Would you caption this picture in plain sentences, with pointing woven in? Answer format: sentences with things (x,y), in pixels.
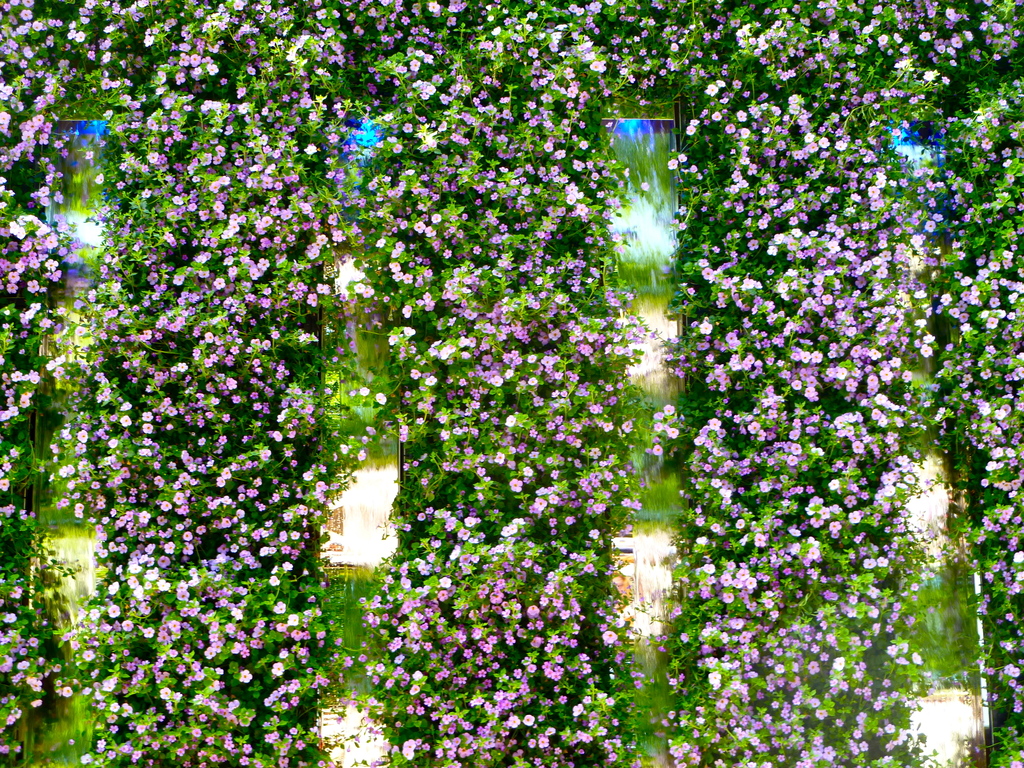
In this image there are many creepers (215,679) with beautiful flowers (846,254) which are purple, pink and white in colors.
